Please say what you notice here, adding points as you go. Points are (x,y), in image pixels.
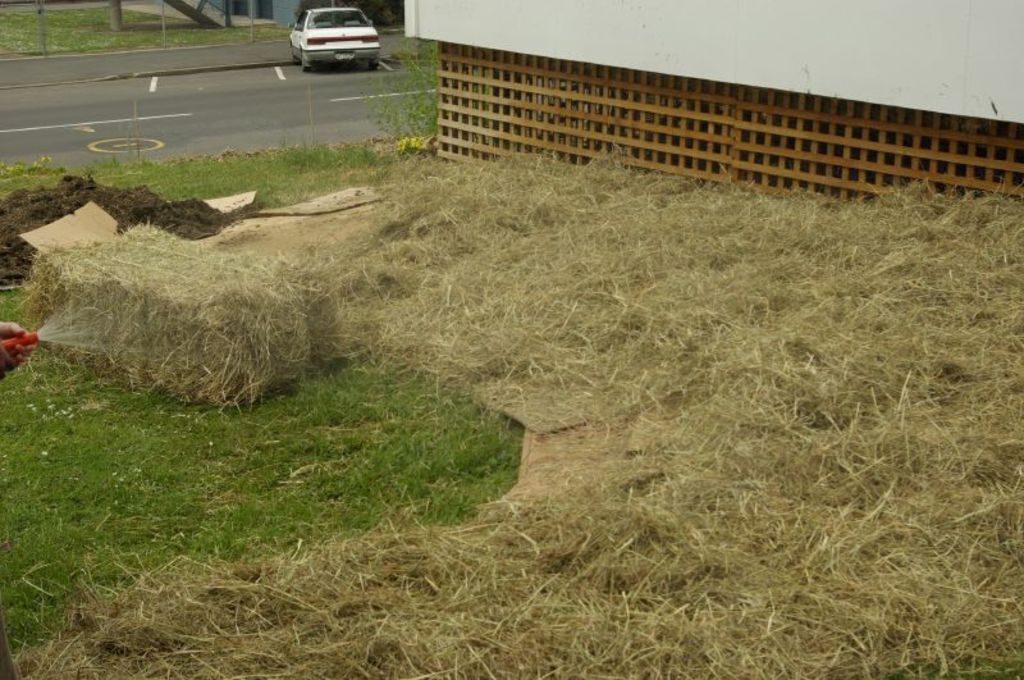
At the bottom of the picture (504,517), we see dry grass (456,376). Beside that, we see a building (707,123) in white color. We see a car (299,38) in white color is parked on the road (327,99). There is a building (231,11) and a pole (165,7) in the background (192,30).
